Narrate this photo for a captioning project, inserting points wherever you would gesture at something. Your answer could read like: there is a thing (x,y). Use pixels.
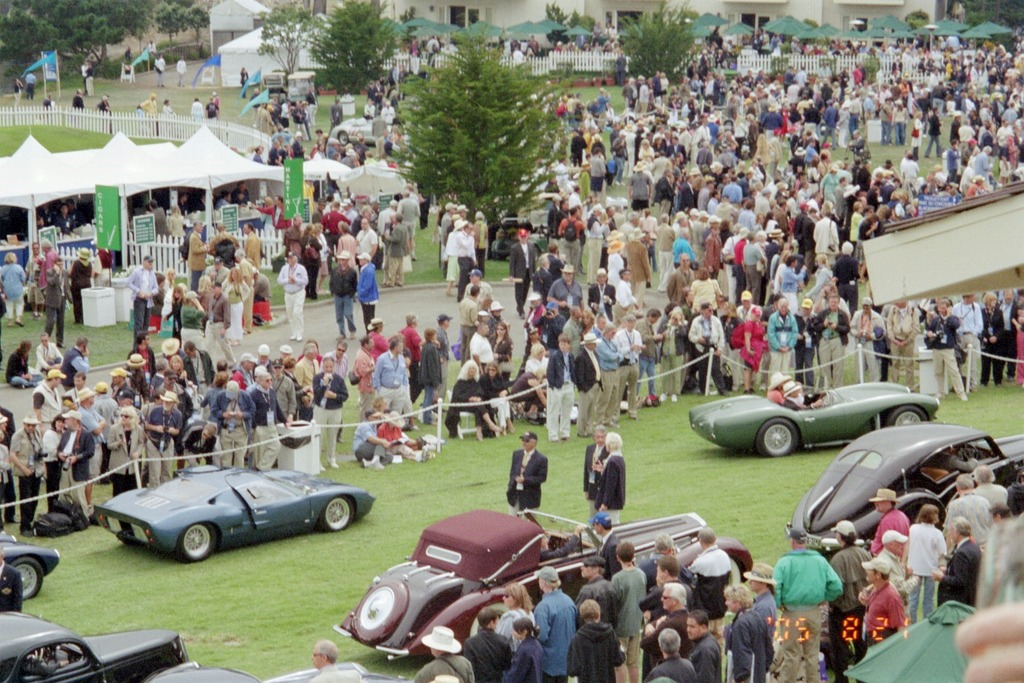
In this image I can see a group of persons (781,194) standing on the road (280,338) and the ground (584,260) and at the bottom (241,485) I can see vehicles (860,387) visible on the ground (155,578) and at the top (39,115) I can see buildings (855,14) and fence (140,129), trees (499,127) and tents (133,172), under the tents (133,149) I can see persons (182,217) and I can see a green color signboard (231,220) and white color boxes (87,314) kept on grass (96,345) and I can see persons (798,384) visible in the vehicles (864,488) at the bottom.
